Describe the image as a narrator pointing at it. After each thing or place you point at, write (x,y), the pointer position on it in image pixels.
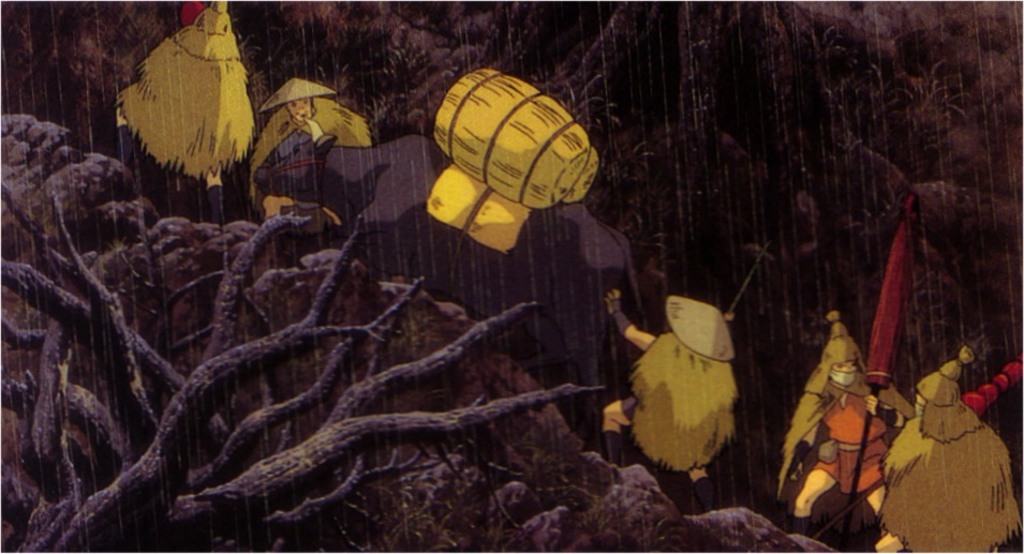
This is an animated image. In this image, we can see a few people (936,391) standing and holding weapons (880,357) in their hands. In the middle of the image (540,274), we can also see an animal (587,371). In the left corner (325,294), we can also see wooden trunk (373,375). In the background (958,191), we can see a rain (712,64), trees (686,60) and dark color.
